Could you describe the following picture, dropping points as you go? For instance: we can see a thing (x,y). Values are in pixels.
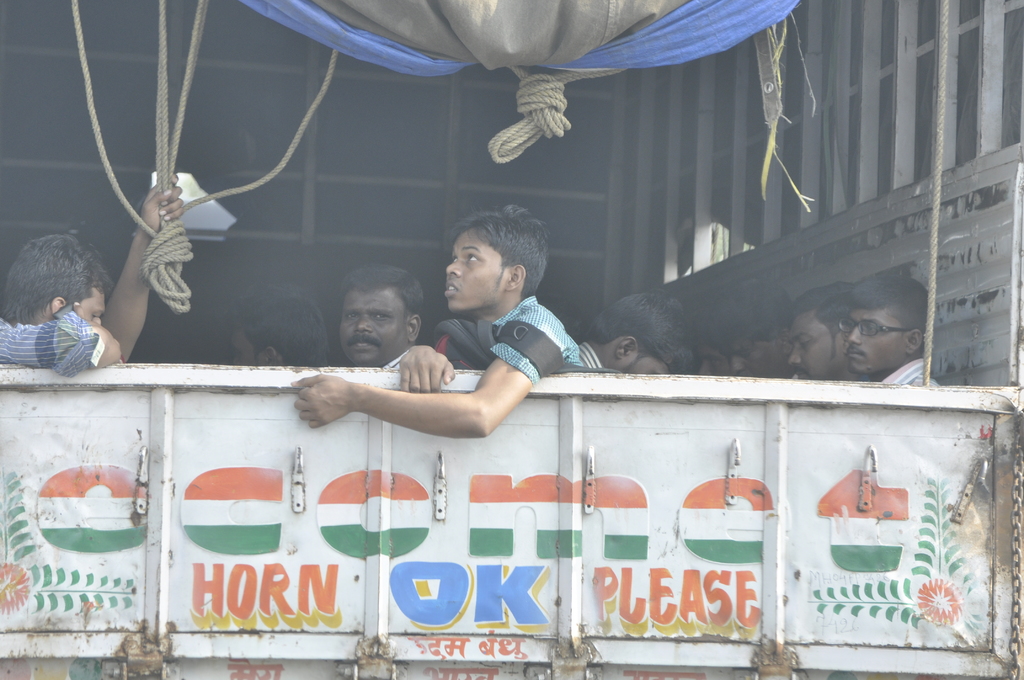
In this image there is a truck (219,281). The backside of the truck (168,402) is captured in the image. There is text (396,550) on the truck (386,534). There are people (261,335) sitting inside the truck (426,323). To the left (70,329) there is a man (110,301) holding ropes (169,146) in his hand (171,192).
